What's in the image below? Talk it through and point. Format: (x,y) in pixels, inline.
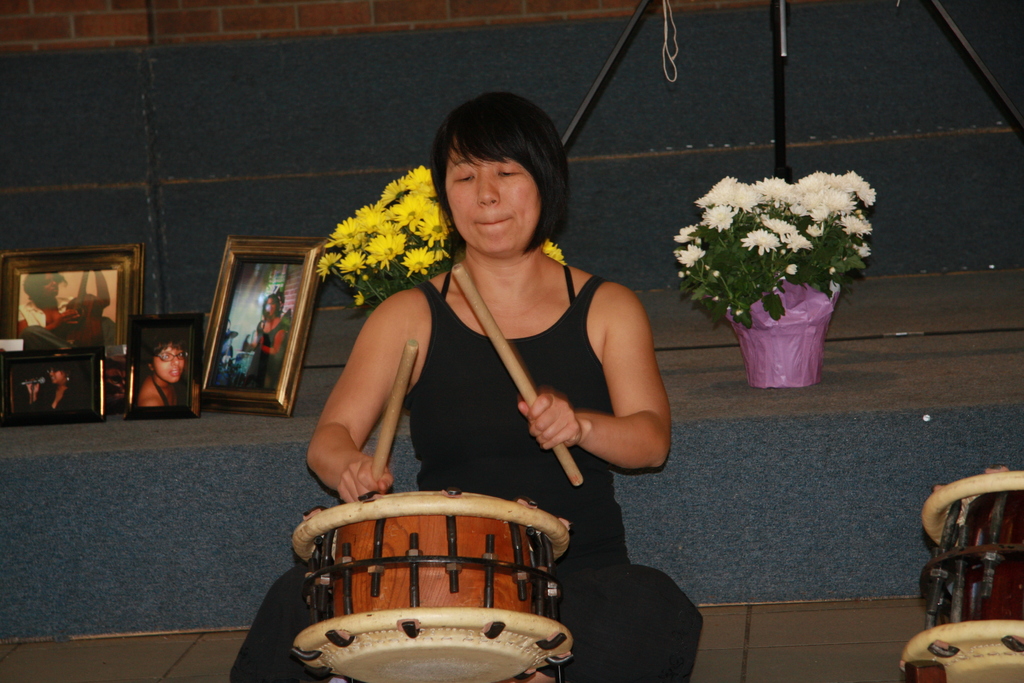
In the foreground (430,532), I can see a woman (609,470) is playing musical instruments (548,572) on the floor (790,617). In the background (288,318), I can see photo frames (191,343) and a houseplant (760,311) on the stage (841,391) and also I can see a stand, and a wall (336,92). This image taken, maybe during night.
